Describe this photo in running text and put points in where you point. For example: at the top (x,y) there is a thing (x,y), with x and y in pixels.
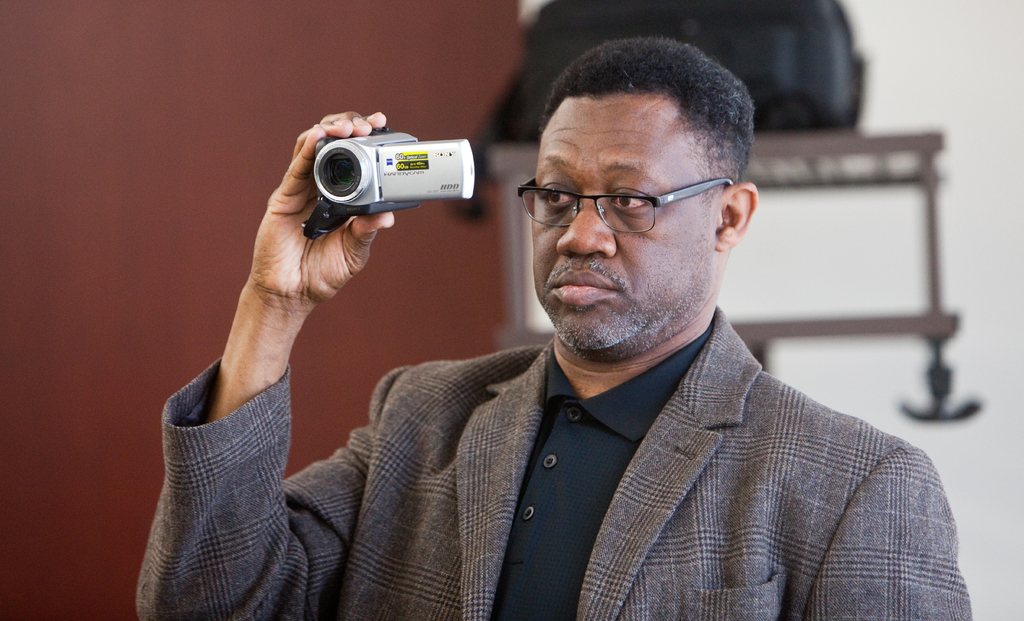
In the middle of the image (654,308) a person (669,402) is holding a camera (382,179). In the background of the image (781,209) it is blurry. We can see walls (445,30), bag (817,14) and table (502,151).
